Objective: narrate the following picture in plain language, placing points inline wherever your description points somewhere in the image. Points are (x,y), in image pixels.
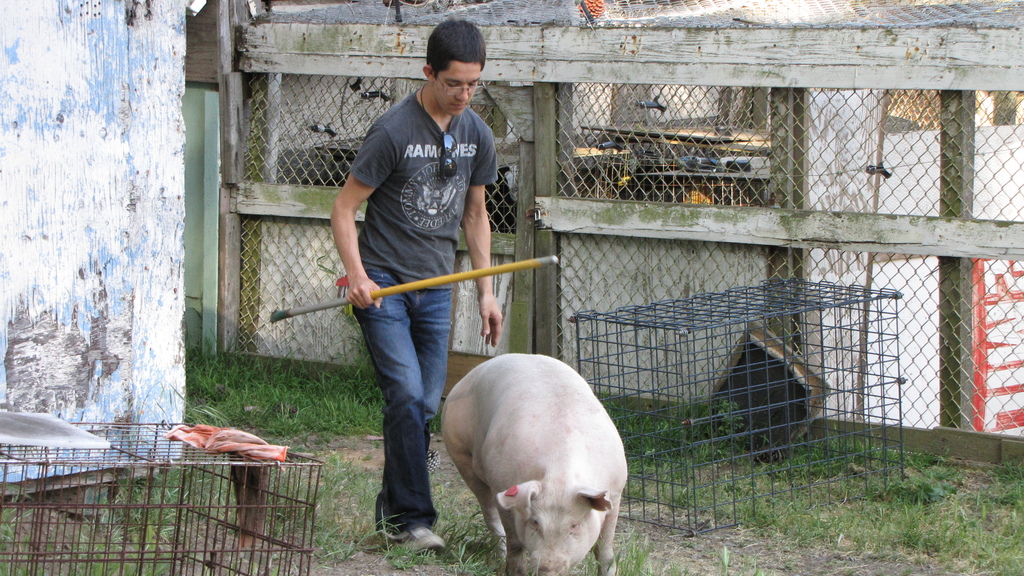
In this image, I can see the man (410,405) holding a stick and walking. This looks like a pig (509,483). These are the cages (190,494). I think this is the fence (567,147). Here is the grass (926,518). On the right side of the image (994,432), this looks like a name board (996,332), which is behind the fence (1002,318). On the left side of the image (100,282), that looks like the wall (121,148).
